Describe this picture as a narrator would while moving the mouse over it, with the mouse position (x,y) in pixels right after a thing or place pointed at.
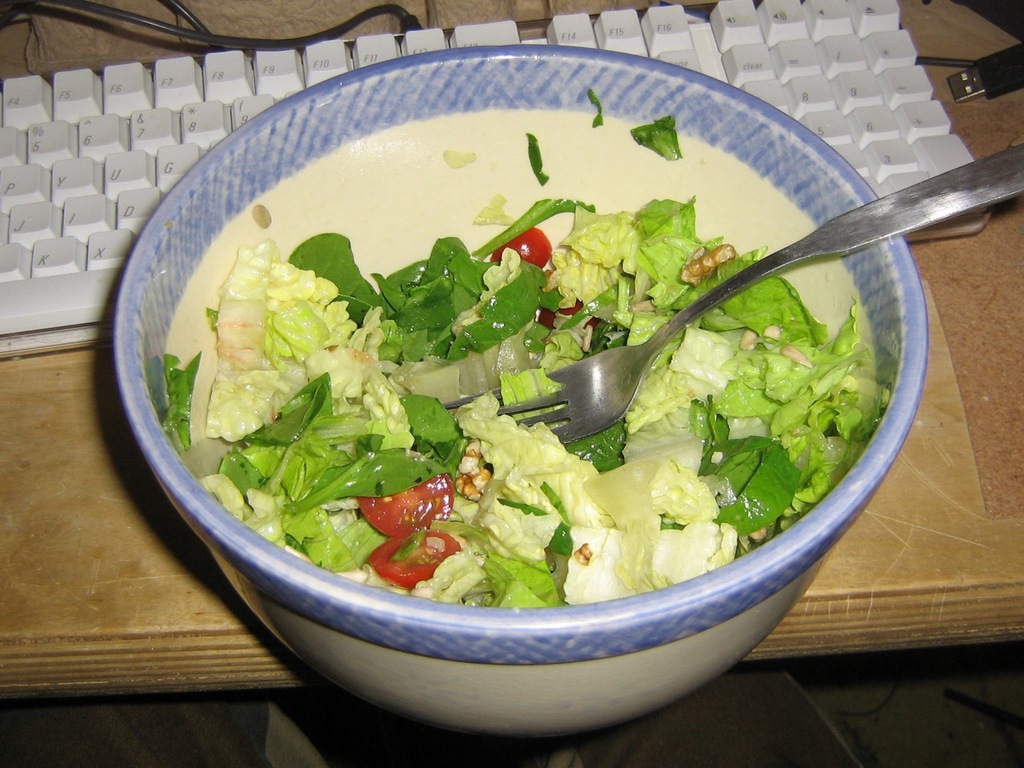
In this image there is a table (61,602) in the middle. On the table (30,612) there is a bowl (567,672) which has some dish (479,419) in it. Beside the bowl (190,247) there is a keyboard (91,151) with the wires (180,36). The dish (476,476) contains green leaves (451,305), tomato pieces (441,484) in it. There is a fork (571,403) in the bowl (335,606).
